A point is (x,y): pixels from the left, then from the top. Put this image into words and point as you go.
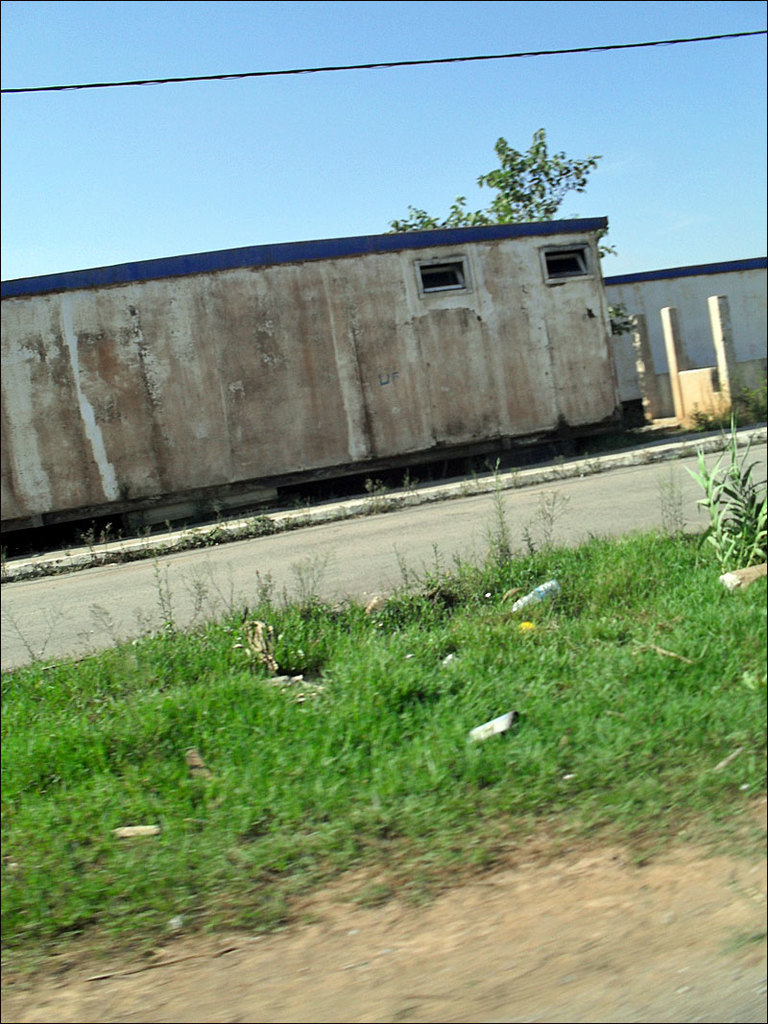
In the image there is a grass (303,715) on the land (412,890) in the front (420,711) followed by a road (359,545) beside it and a building (303,403) in the background (297,336) with a tree (531,212) behind it and above its sky (269,35).
